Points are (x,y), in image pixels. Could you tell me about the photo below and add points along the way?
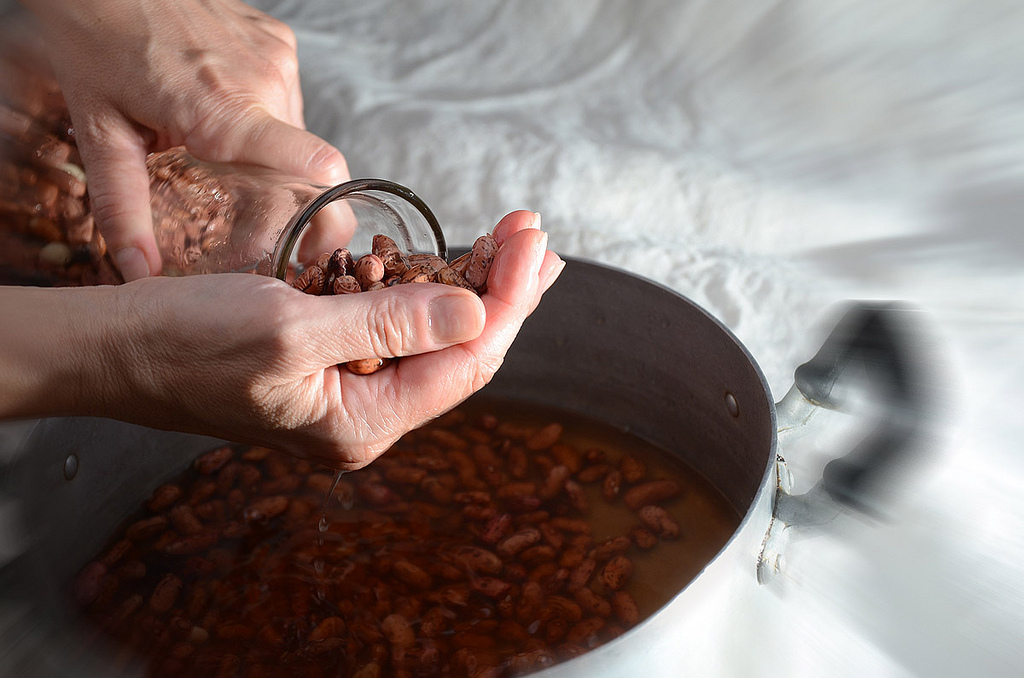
In this image I can see two hands (162,365). I can see a bottle (252,228). I can see a vessel (744,499) and something in it.
